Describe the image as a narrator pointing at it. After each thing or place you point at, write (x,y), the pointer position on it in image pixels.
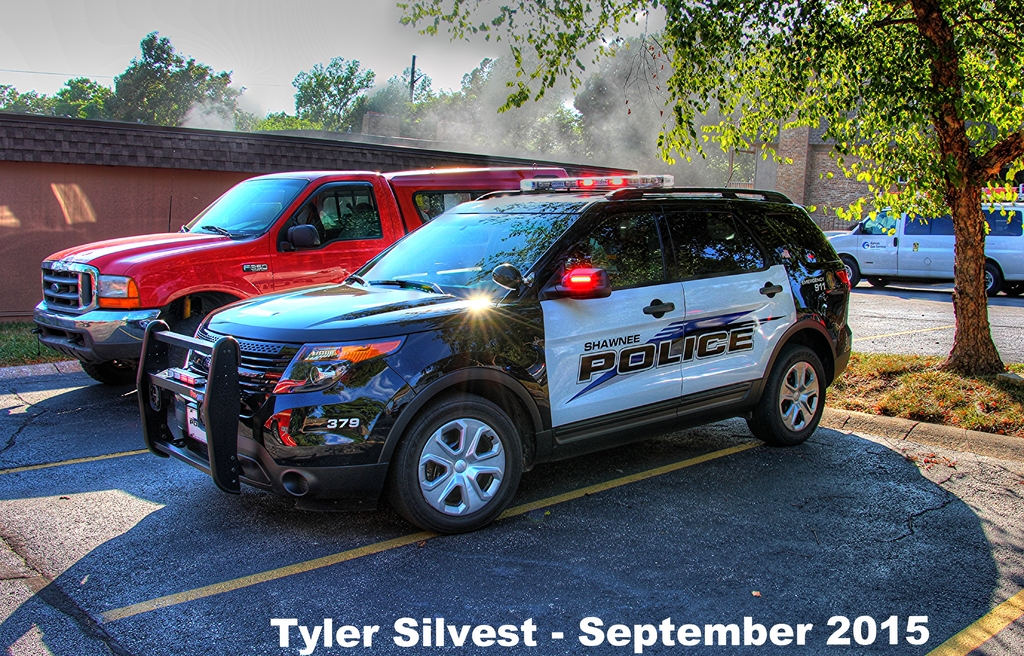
In this picture we can see vehicles (565,357) on the road (484,537), grass (919,384), trees (748,120), walls (806,177) and some text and in the background (282,24) we can see the sky (229,32).
